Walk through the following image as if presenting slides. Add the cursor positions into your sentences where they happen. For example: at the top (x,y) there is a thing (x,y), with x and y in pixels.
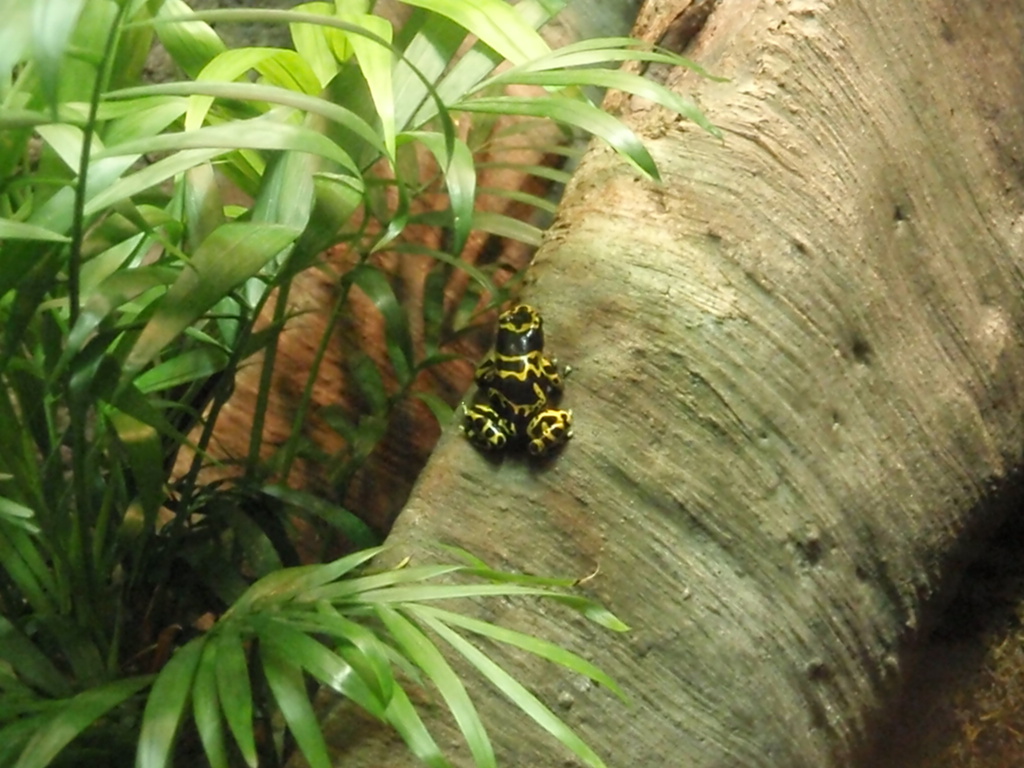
In this image there is a frog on the tree trunk (919,441), behind that there are so many plants (295,718).
